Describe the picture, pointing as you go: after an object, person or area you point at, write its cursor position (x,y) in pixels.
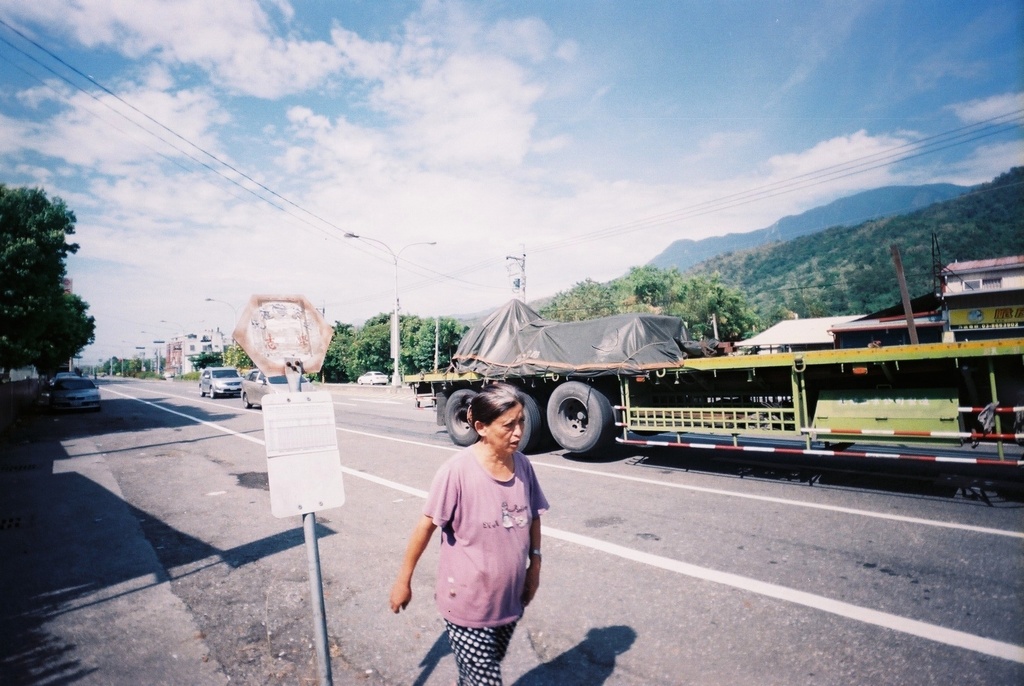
In this image there are trees (12,197) and vehicles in the left corner (37,322). There are vehicles (783,439), trees (404,367) and a pole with lights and mountains (957,239) in the right corner (936,211). There is a person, a pole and vehicles (801,363) in the foreground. There are buildings (219,336) in the background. There is road (174,384) at the bottom (561,485). And there is a sky (514,143) at the top (661,111).
